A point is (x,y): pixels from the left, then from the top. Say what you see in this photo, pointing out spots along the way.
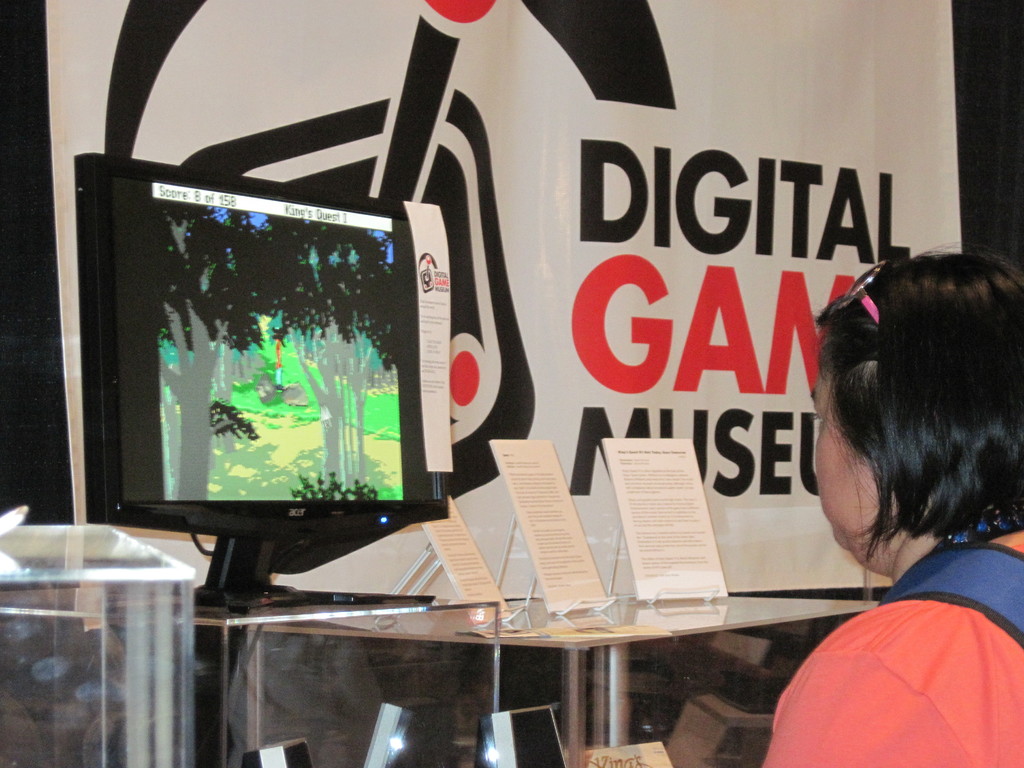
In this picture we can see a woman (990,688) sitting in front of the system (393,466) which is on the table (624,623) and some boards (595,584) are placed on it, behind we can see a banner (515,189).
